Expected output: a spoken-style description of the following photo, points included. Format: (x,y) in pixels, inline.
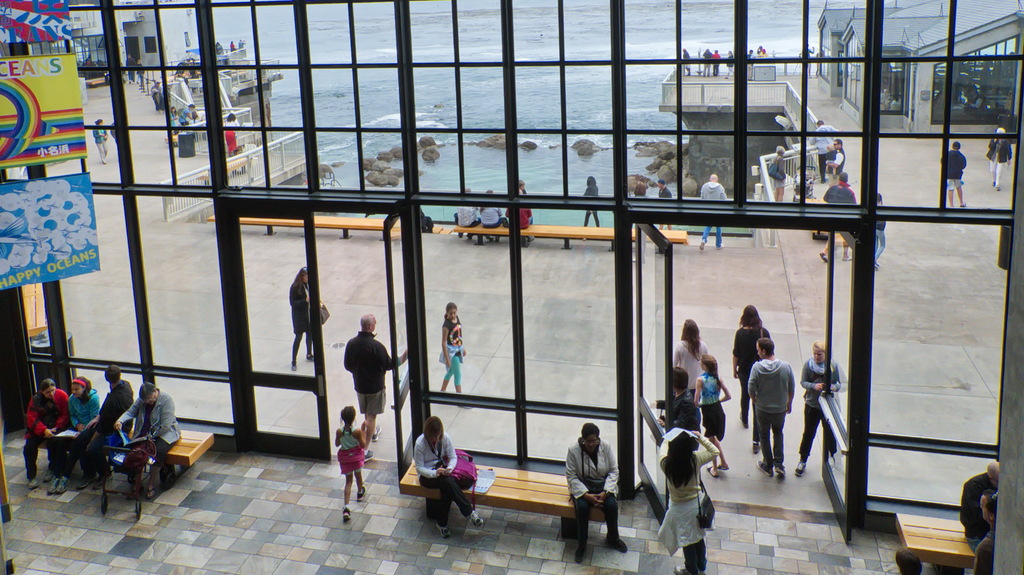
In this picture we can see some persons (575,479) are sitting on the bench (542,492). This is floor (260,513). Here we can see some persons (677,410) standing on the road (774,279). This is sea (570,89) and these are banners (69,184).
